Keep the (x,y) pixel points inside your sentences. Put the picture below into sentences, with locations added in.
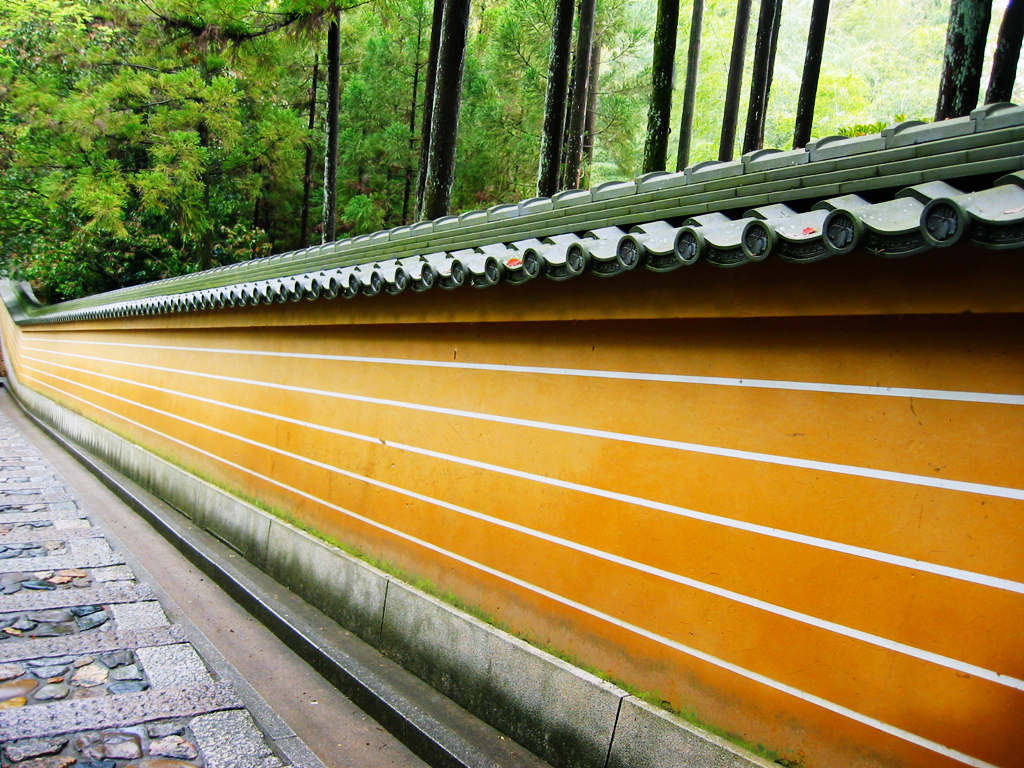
In this image we can see there are many trees (192,10), there is a wall (504,398).
